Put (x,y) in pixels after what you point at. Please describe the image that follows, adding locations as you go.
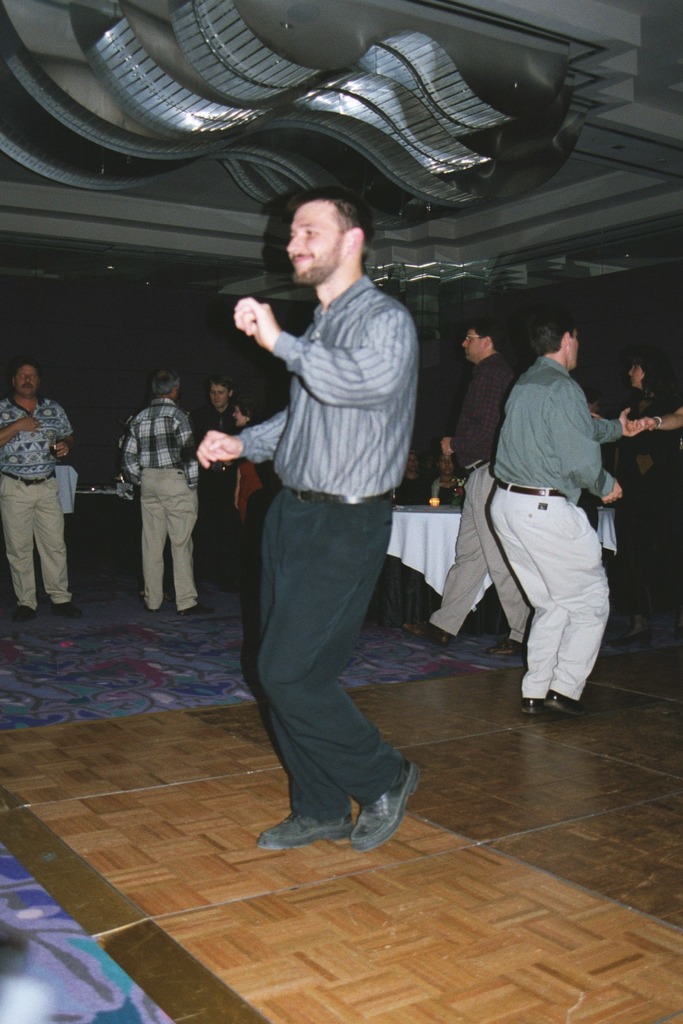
There are many people (578,598). Some people (569,582) are dancing. Some are standing and walking. In the back (434,517) there is a table (406,511) with a white cloth (436,509). On the ceiling (242,132) there are some decorations (273,88).
